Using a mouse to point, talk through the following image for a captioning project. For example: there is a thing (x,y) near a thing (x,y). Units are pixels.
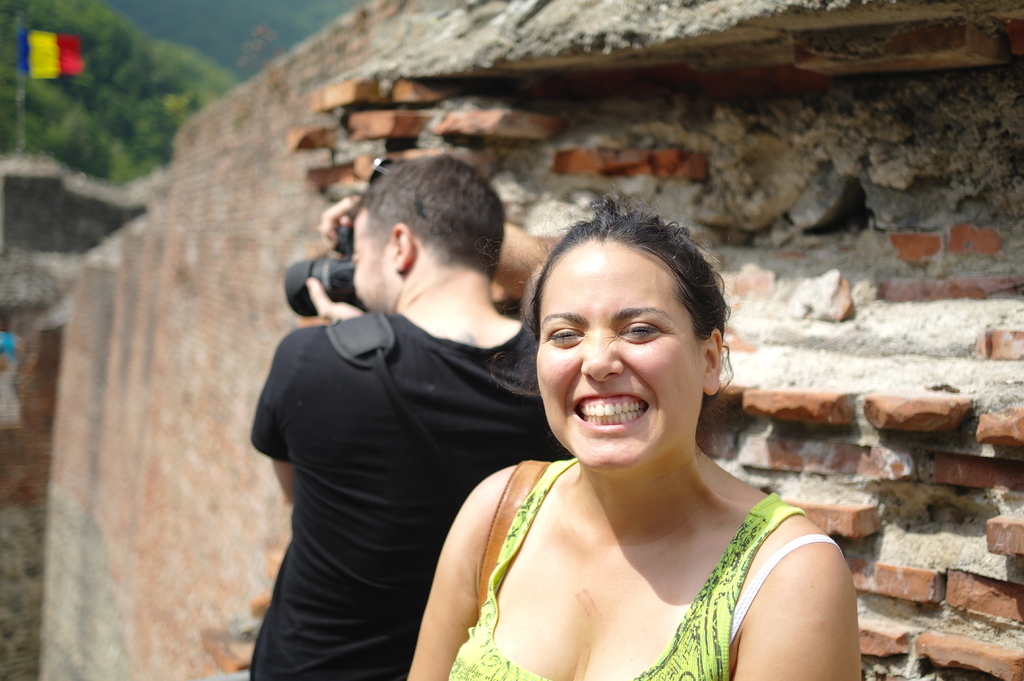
In this picture there is a woman (638,538) smiling and there is a person (389,430) behind her is holding a camera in his hands (337,305) and there is a brick wall (511,170) behind them and there are trees (123,56) and a flag (78,60) in the left top corner (103,52).
